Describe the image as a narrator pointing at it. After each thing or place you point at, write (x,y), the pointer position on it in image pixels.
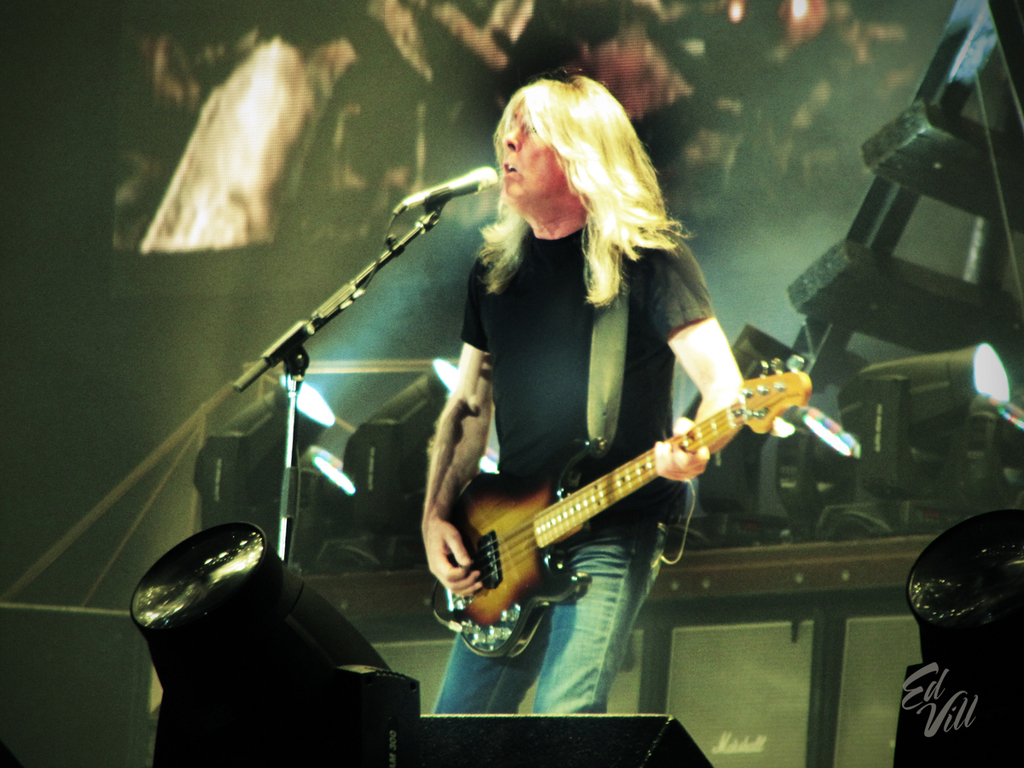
Here is the man (578,361) standing. He is playing guitar (527,536) and singing a song. This is the mic (444,191) attached to the mike stand (291,392). These are the show lights (293,666) which are black in color. I think this is the speaker (641,744). At background (216,196) this looks like a screen (611,65).
